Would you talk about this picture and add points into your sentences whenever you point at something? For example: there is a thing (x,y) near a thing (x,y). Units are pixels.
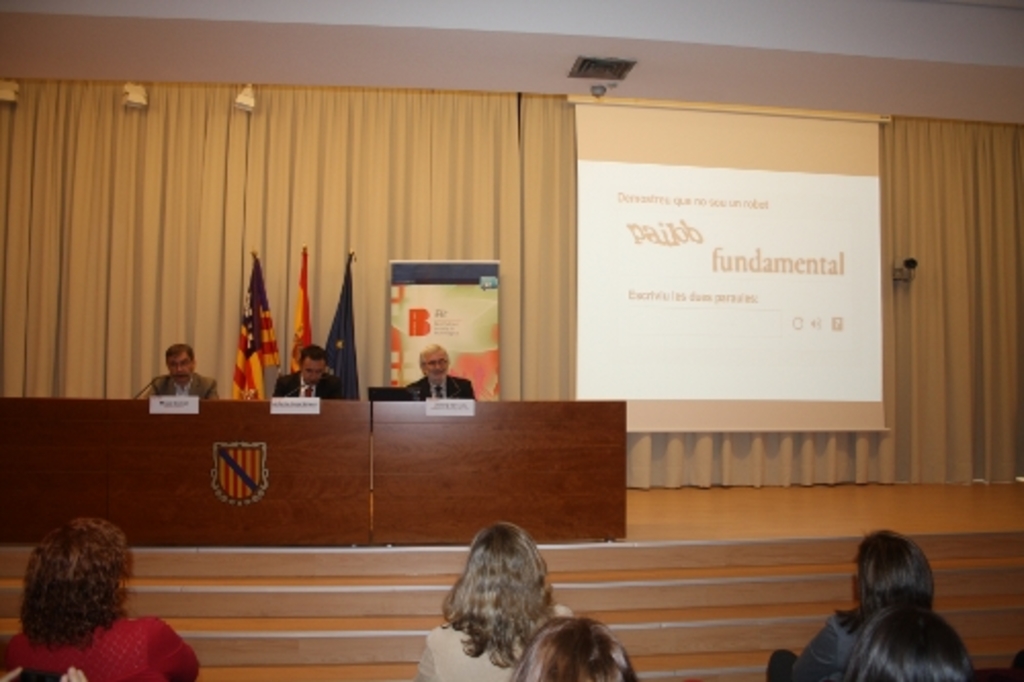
In this picture we can see three people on the stage (702,619), in front of them we can see mics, tables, name boards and few people (565,649) and in the background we can see a projector screen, flags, curtain (965,448) and some objects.
